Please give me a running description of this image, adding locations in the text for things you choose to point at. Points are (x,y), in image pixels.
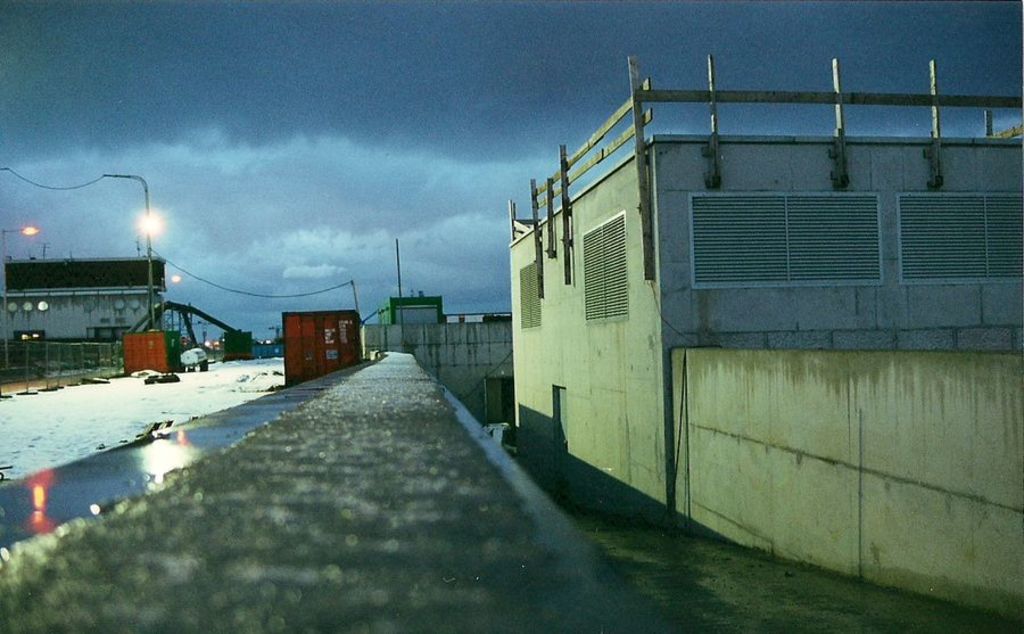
In the image we can see there are buildings (73,285) and the ground (162,395) is covered with snow (121,414). There are street light poles (151,293) on the footpath (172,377).
